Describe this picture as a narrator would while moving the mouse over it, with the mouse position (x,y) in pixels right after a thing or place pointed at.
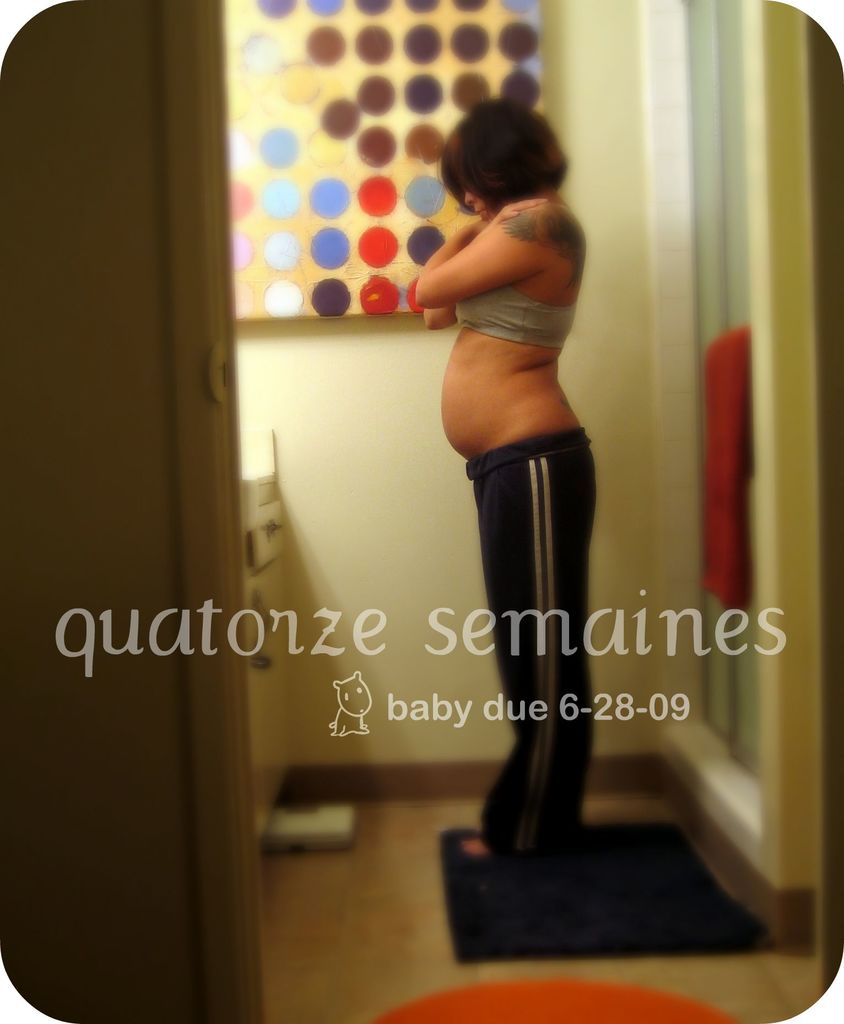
In this image there is a woman (512,301) standing on a mat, beside the woman (531,560) there is a poster (409,112) on the wall (645,350), behind the woman (479,367) there is a towel (726,369) on the shower room (680,332), in front of the women (522,451) there are cupboards (265,588).
